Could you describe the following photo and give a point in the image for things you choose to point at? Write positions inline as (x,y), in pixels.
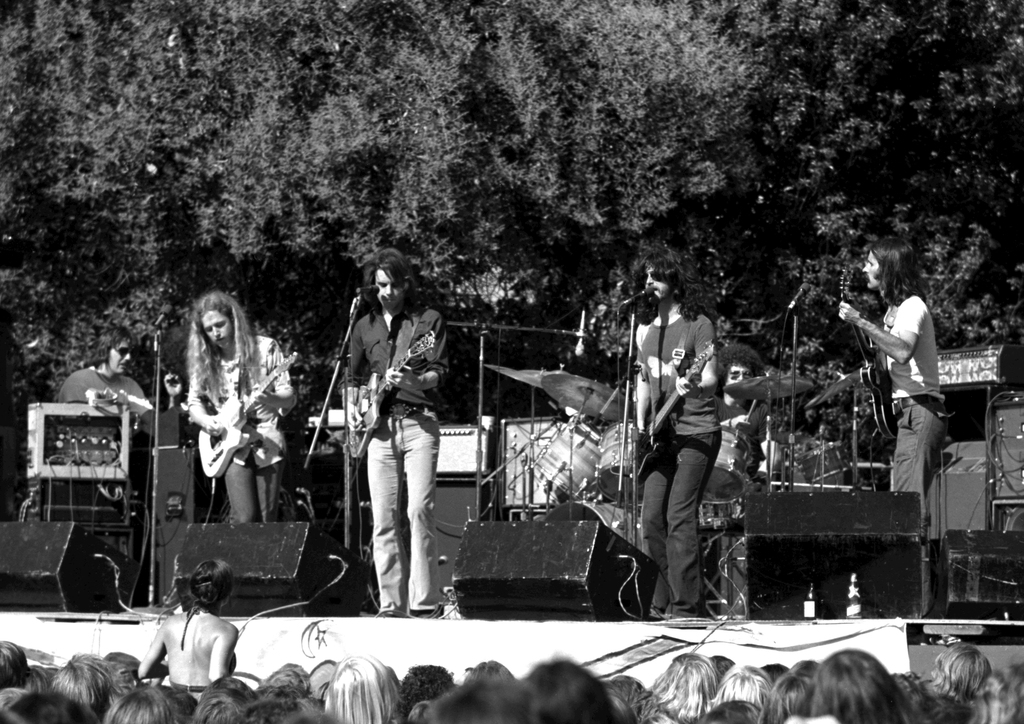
In this picture there are four people (254,388) in the middle (359,332) who are playing a guitar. To the left (120,378) there is a person (79,377). There are audience (503,683) who are watching the performance.
